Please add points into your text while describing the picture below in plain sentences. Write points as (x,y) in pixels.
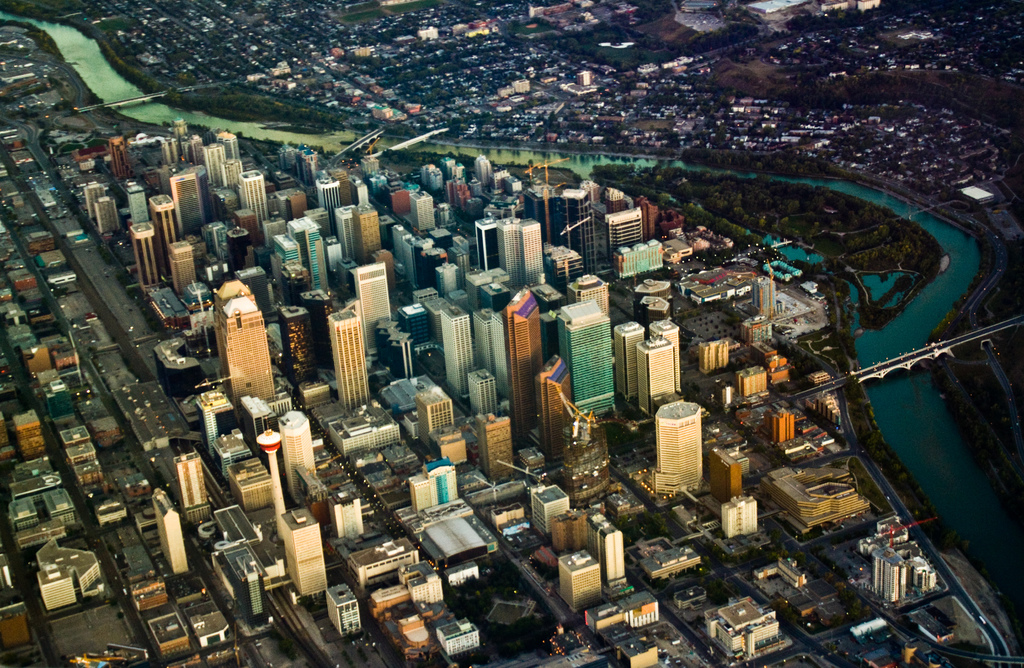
In this image we can see many buildings (387,597), poles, water (979,549), trees (880,442), cranes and objects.
